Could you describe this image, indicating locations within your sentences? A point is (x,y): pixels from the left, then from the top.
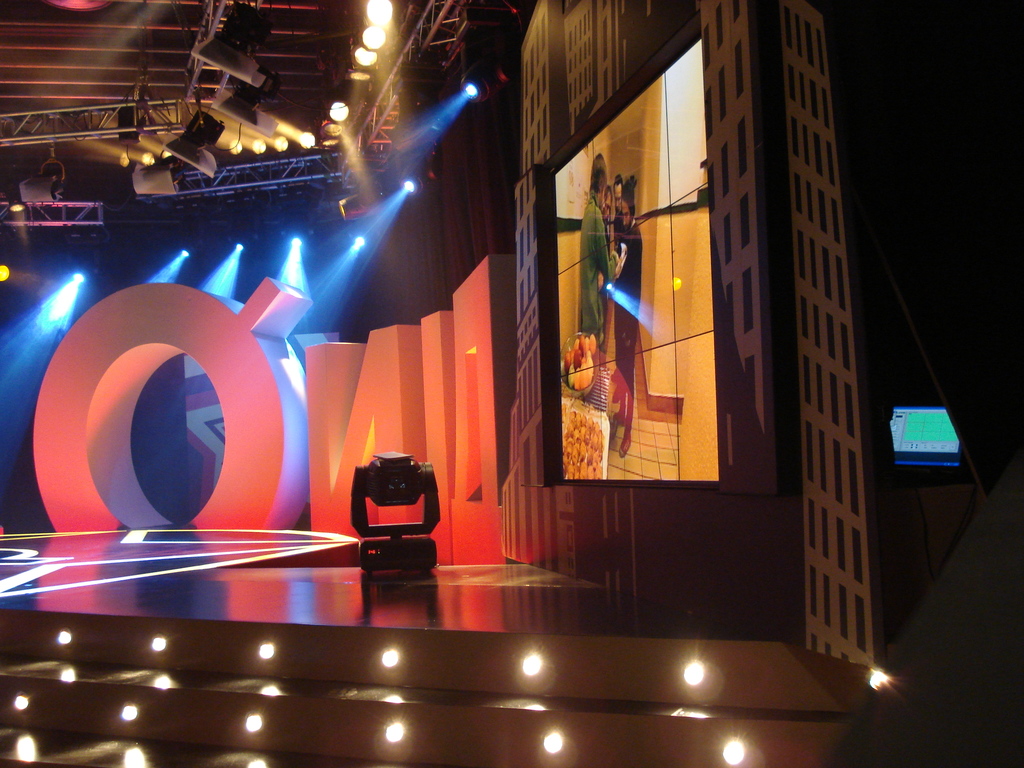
In this picture we can observe a LED screen (661,319) on the right side (698,187). There is stage (152,581). We can observe stairs (168,680) and lights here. In the background (58,306) we can observe flash lights (60,293) which are in white color. There are some large letters (251,414) placed on the floor (71,556).
